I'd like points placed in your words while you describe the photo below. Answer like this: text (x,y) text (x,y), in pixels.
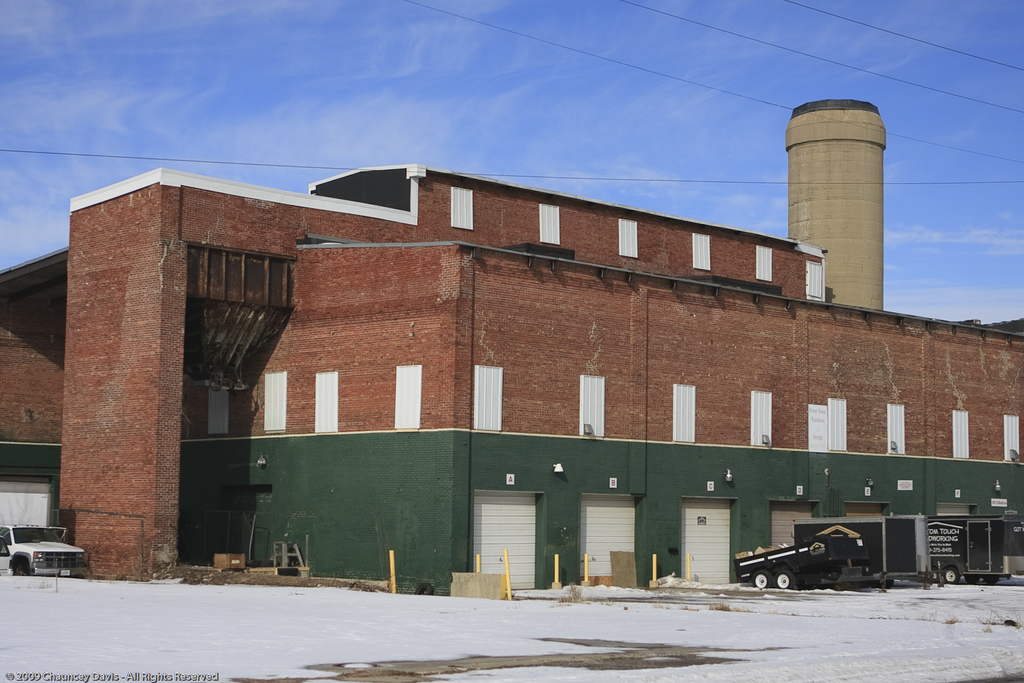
In this picture we can see vehicles (62,562) on the ground (327,575), poles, snow (323,638), building (82,436), wires (904,34) and some objects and in the background (182,120) we can see the sky (625,109) with clouds (603,55).
